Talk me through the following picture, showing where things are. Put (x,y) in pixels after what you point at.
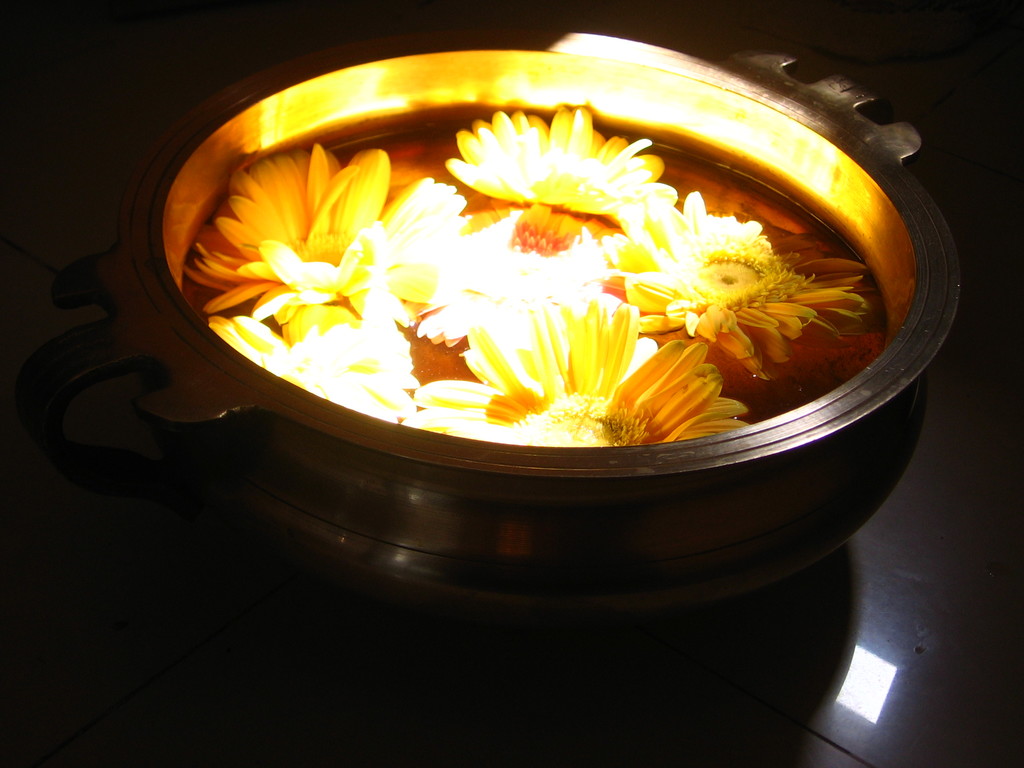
In this image, we can see flowers (766,245) and there is water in the container (457,441) and at the bottom (625,660), there is a floor (698,654).
